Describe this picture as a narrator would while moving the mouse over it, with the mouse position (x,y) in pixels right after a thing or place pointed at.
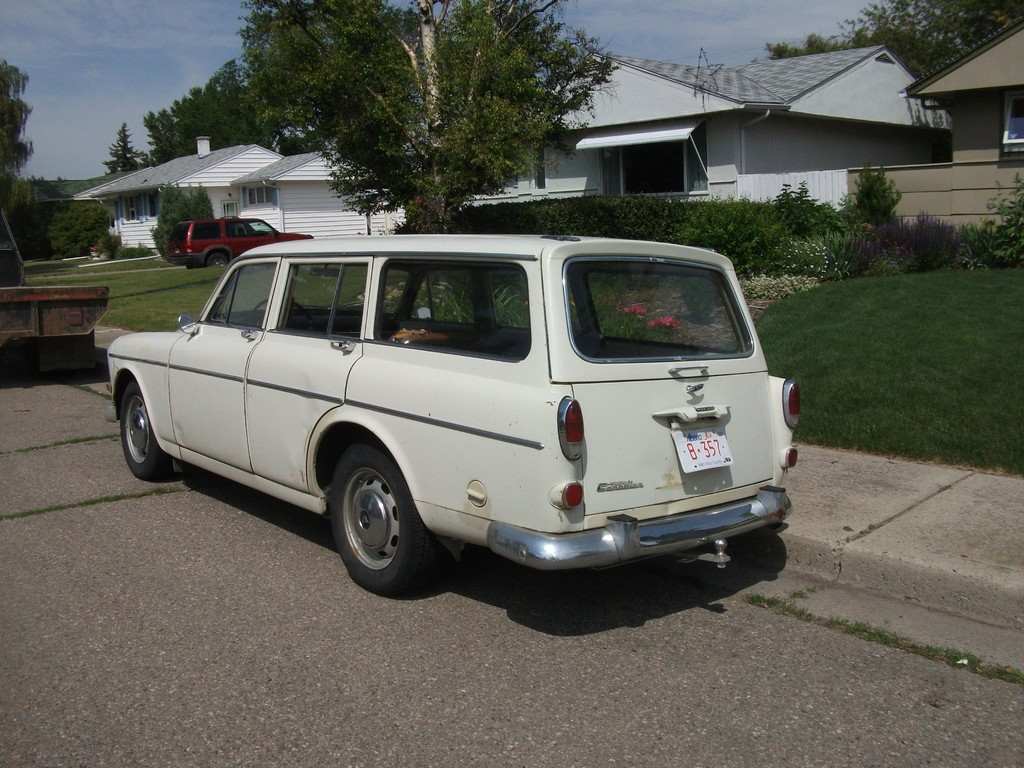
In this image I can see the ground (227,691) and a car (248,426) which is white in color on the ground (313,525) and I can see another vehicle (58,318) in front of it. In the background (149,296) I can see some grass (838,340), few red and cream colored flowers (634,309), few plants (591,219), few trees (202,191), few buildings (249,213), a red colored car (268,236) and the sky (136,70).
